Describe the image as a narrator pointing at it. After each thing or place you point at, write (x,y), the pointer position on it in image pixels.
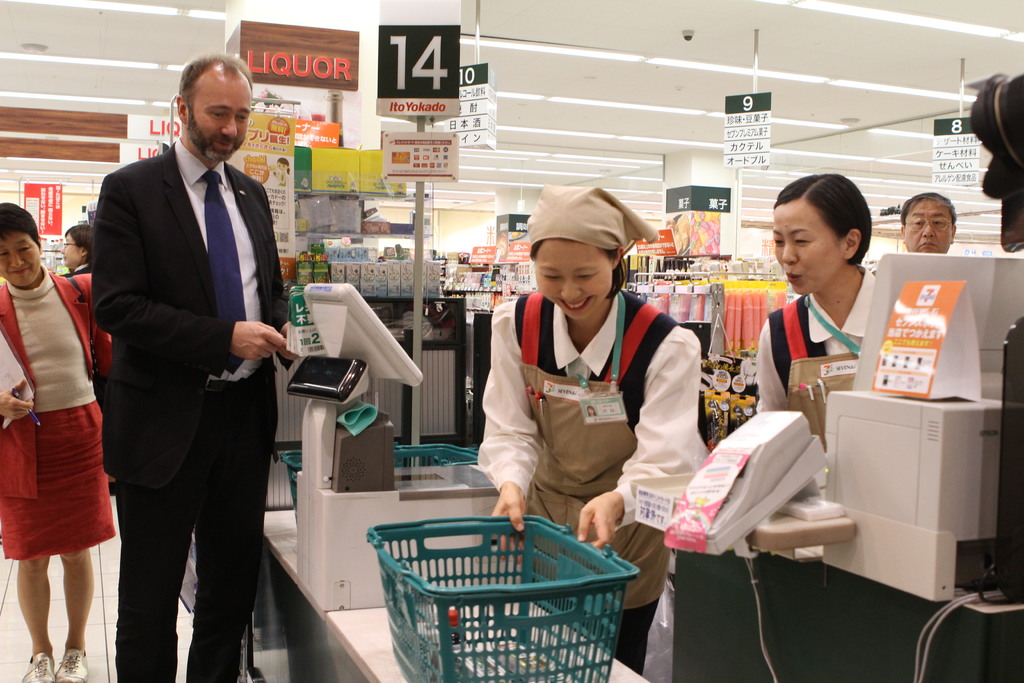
In this image I can see inside view of a store (362,264) and in the front (176,244) I can see few people (125,225) are standing. I can also see few baskets (454,662) and few machines (973,302). In the background (446,324) I can see number of stuffs (351,260), number of boards (957,148), number of lights (693,68) and on these boards (940,143) I can see something is written. I can also see a CCTV camera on the top side of this image (689,27).
